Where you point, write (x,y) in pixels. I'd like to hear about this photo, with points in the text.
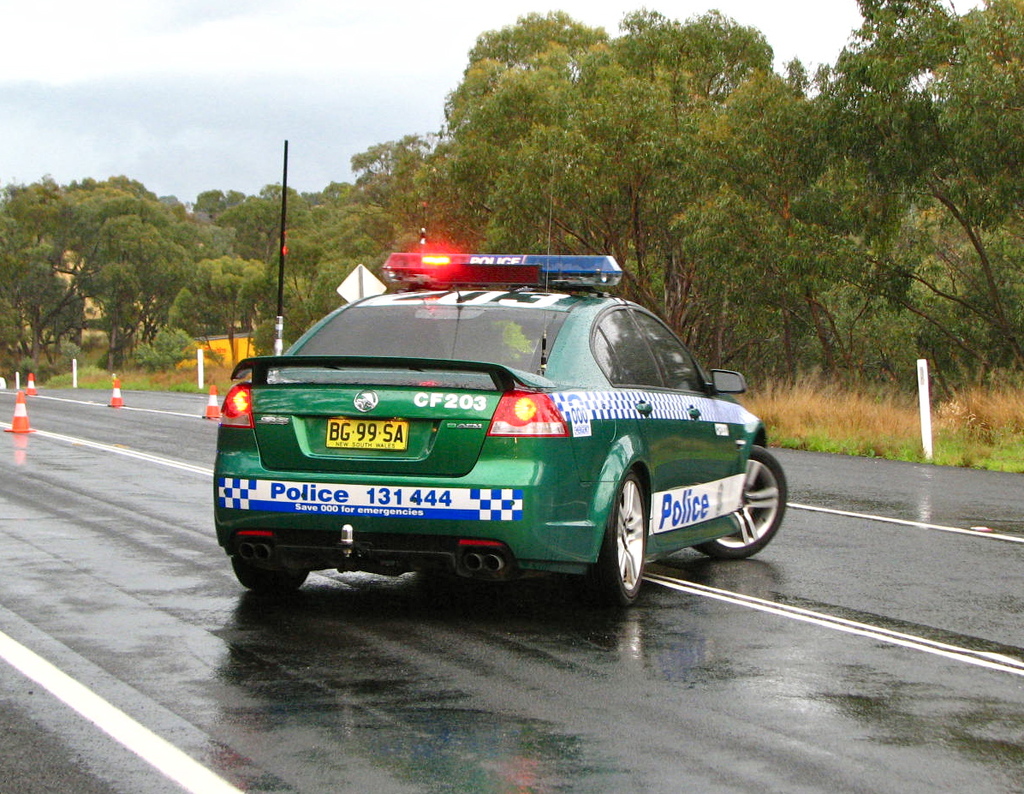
In this image I can see a vehicle (528,416) in green color. Background (262,265) I can see few poles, trees (572,203) in green color and sky (314,60) in white color.
